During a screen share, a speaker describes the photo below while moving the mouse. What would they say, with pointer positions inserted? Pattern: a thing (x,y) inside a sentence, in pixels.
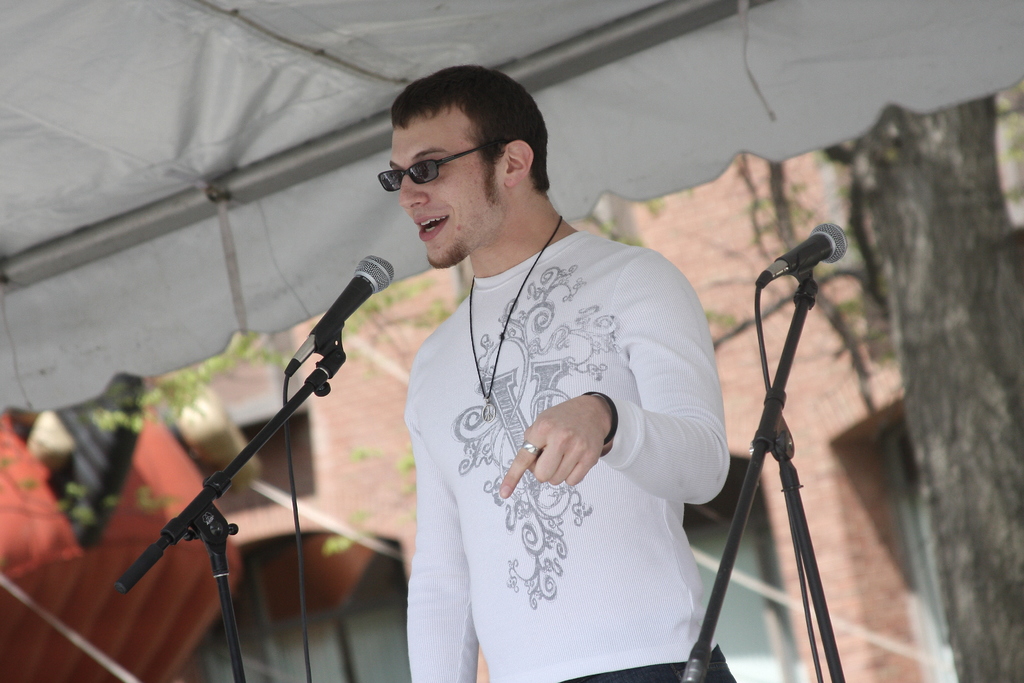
In this image I can see the person (495,578) with the white and black color dress (540,599). I can see the mics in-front of the person (428,465). I can see the person (423,469) is under the tent (213,251). In the background (812,341) I can see the trees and the building (748,311).
